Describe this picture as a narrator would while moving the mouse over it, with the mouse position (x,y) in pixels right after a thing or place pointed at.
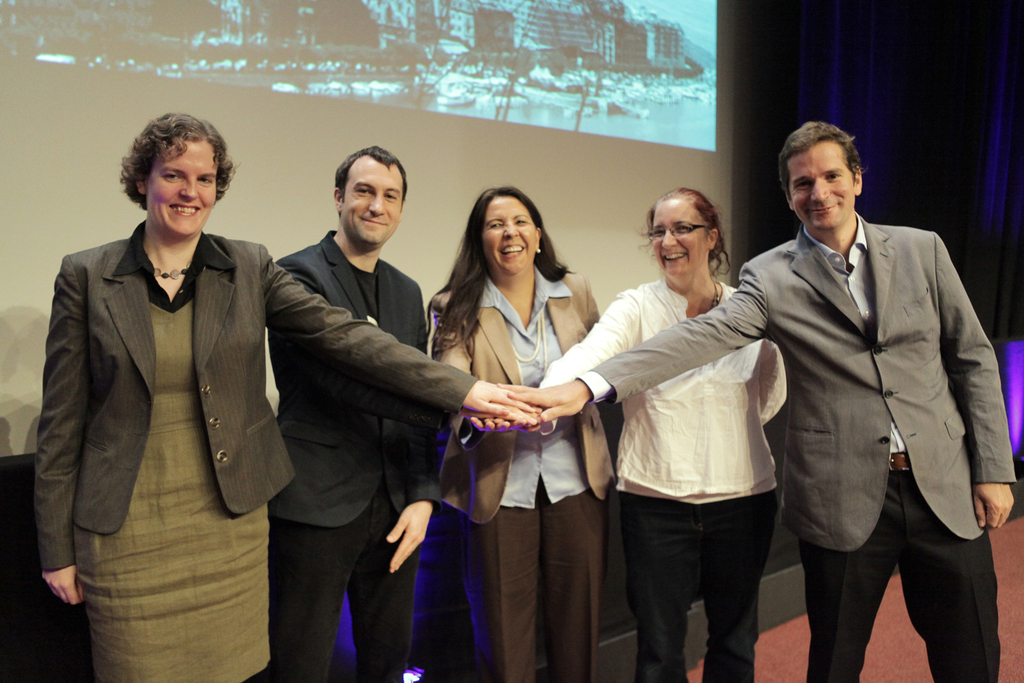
In this image I can see the group of people (525,526) with different color dresses (705,568). I can see the screen (404,105) and the black background (883,124).
